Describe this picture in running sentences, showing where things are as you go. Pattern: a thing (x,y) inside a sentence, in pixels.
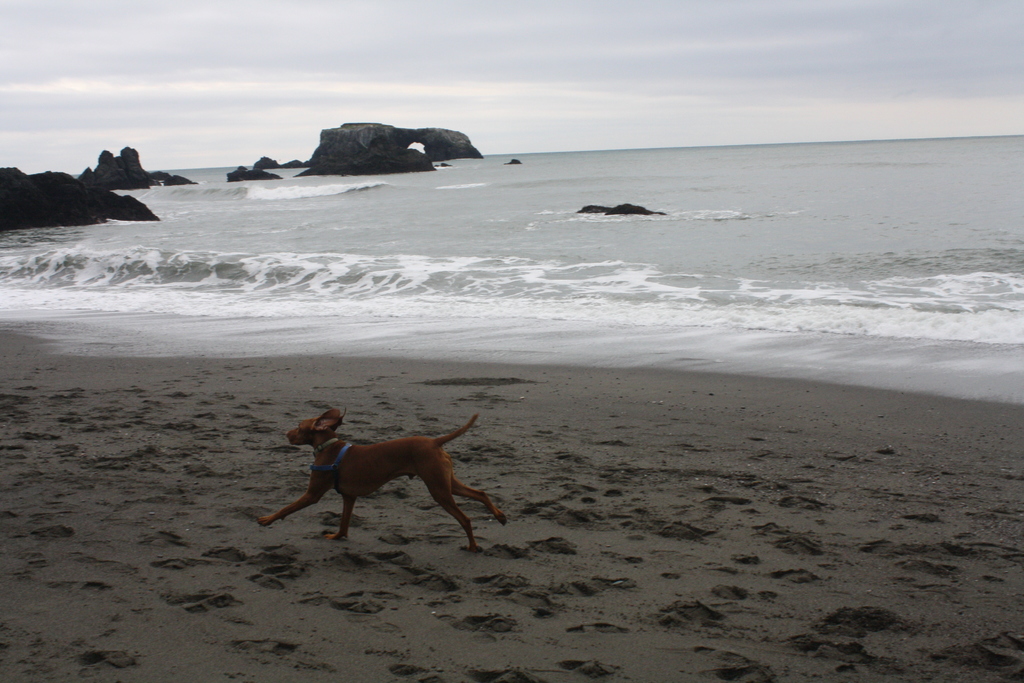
In this image we can see there is the dog (395,447) running on the ground (513,473) and there is the water (458,201), rocks (395,156) and the sky (572,95).
